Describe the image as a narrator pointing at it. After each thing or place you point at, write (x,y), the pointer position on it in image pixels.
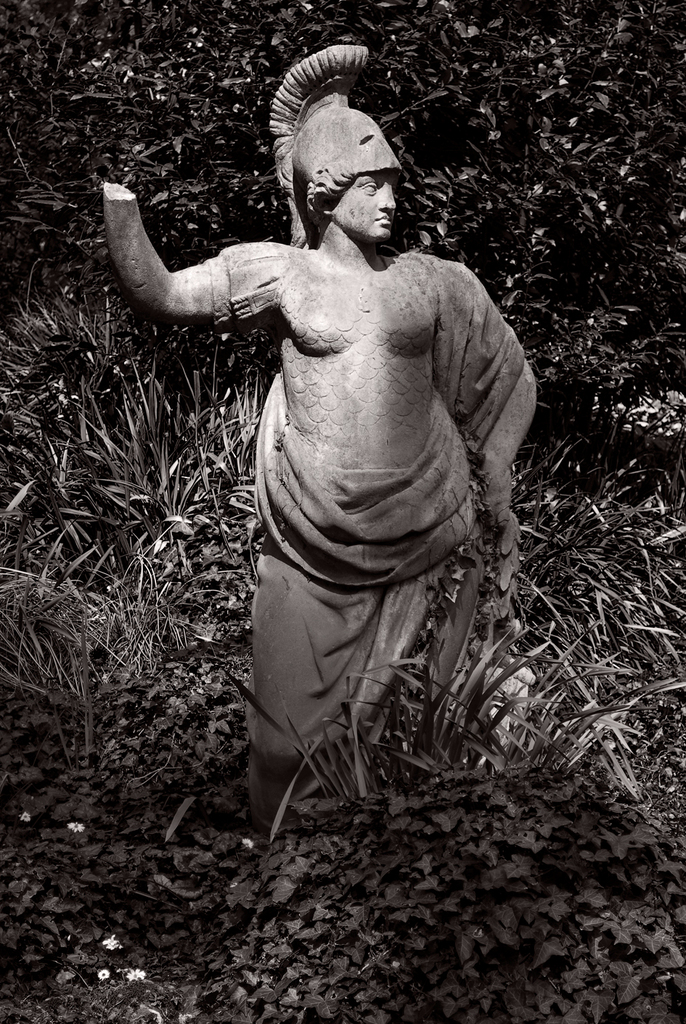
Here in this picture we can see a statue (344,388) present on the ground (363,947) and we can see number of plants (246,645) and trees (430,63) present around it.
